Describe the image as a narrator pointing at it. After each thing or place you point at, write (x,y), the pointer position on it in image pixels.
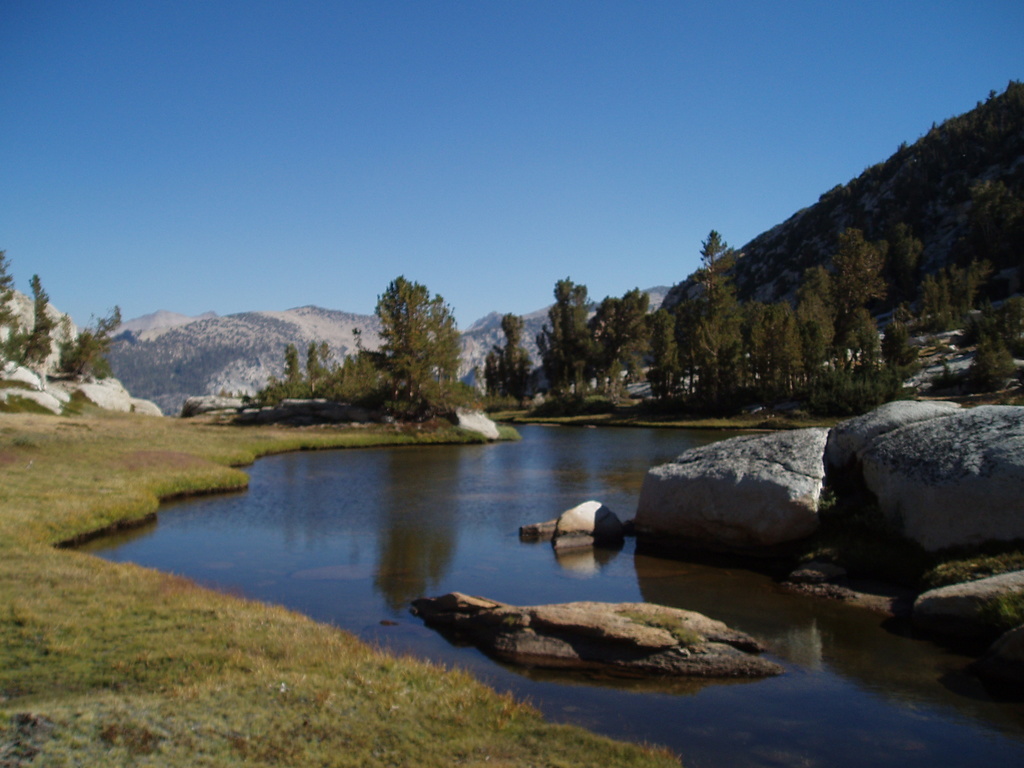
In the foreground of this image (708,726), there is water (768,695), stones (701,638) and the grass (174,680). In the background (365,354), there are trees (1003,323), mountains (294,330) and on the top (451,94), there is the sky (395,159).
